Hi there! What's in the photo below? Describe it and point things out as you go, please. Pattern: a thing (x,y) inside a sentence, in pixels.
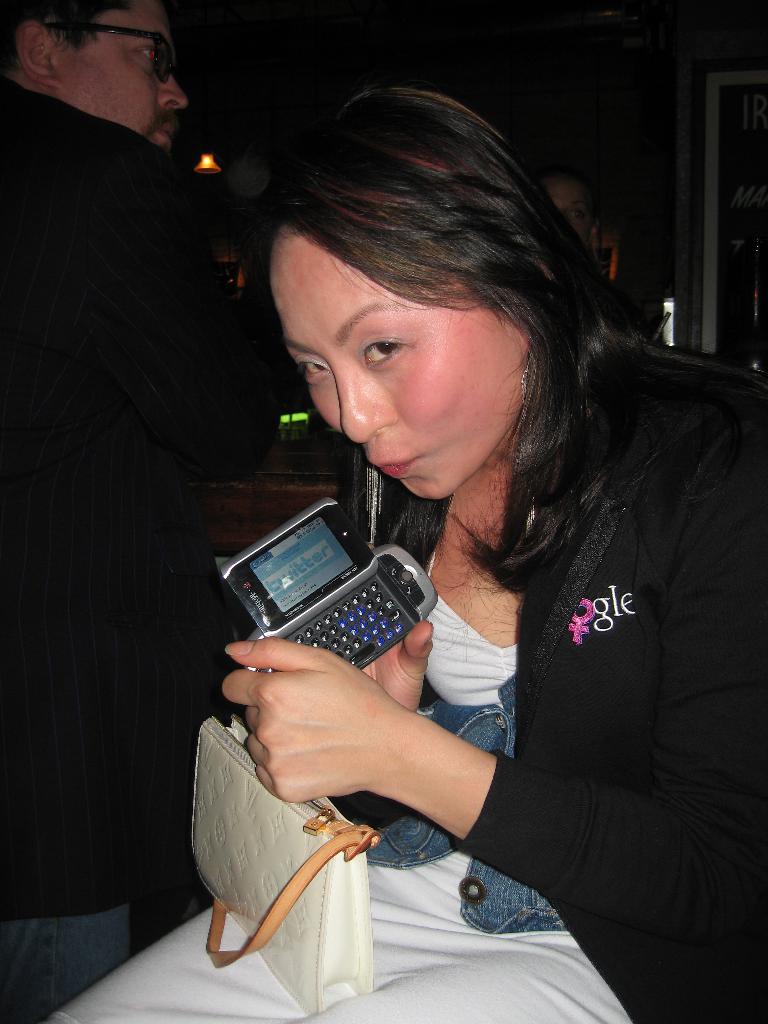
In this picture there is a woman (278,262) who is holding an object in both the hands (379,791) she is wearing a hoodie (594,794) and she is also having a handbag (271,847) beside her there's a man (105,477) standing is staring at something else and is a lamp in the background (212,154).
